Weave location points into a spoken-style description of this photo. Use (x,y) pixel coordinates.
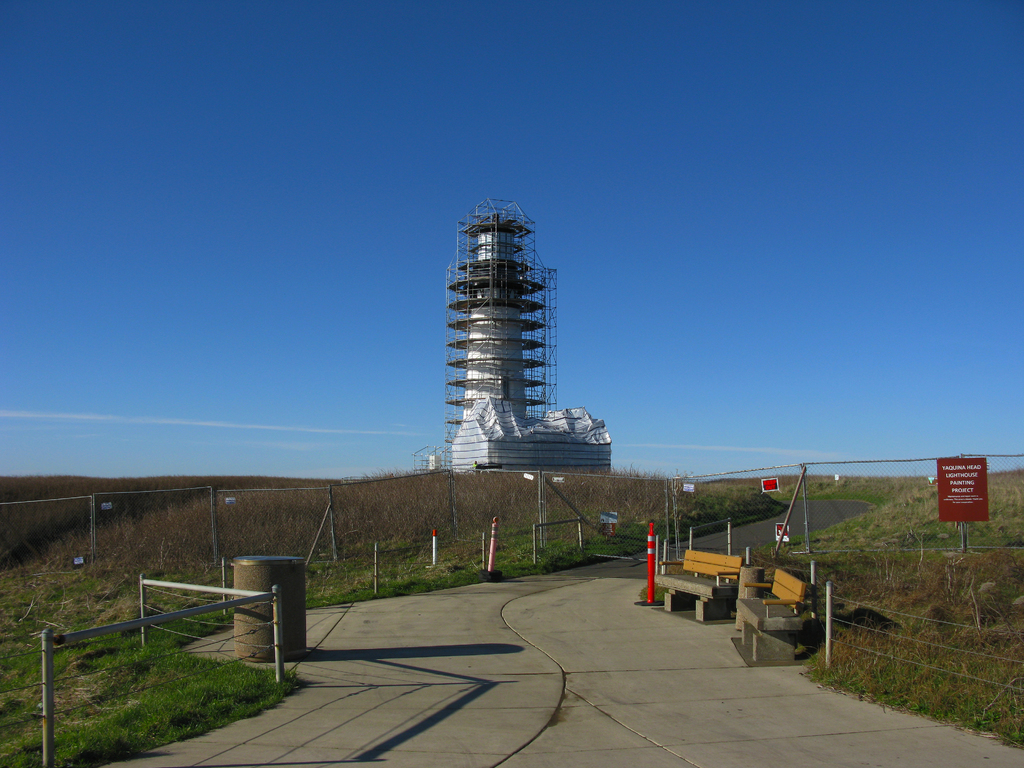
In this image, I can see a tower (501,433) and it looks like a building (483,458). There are benches (690,586), lane poles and a barrel (290,605) on the road (506,622). I can see a fence (828,495) and the grass (501,508). On the right side of the image (960,491), I can see a board (947,503). In the background (723,305), there is the sky (422,358).
